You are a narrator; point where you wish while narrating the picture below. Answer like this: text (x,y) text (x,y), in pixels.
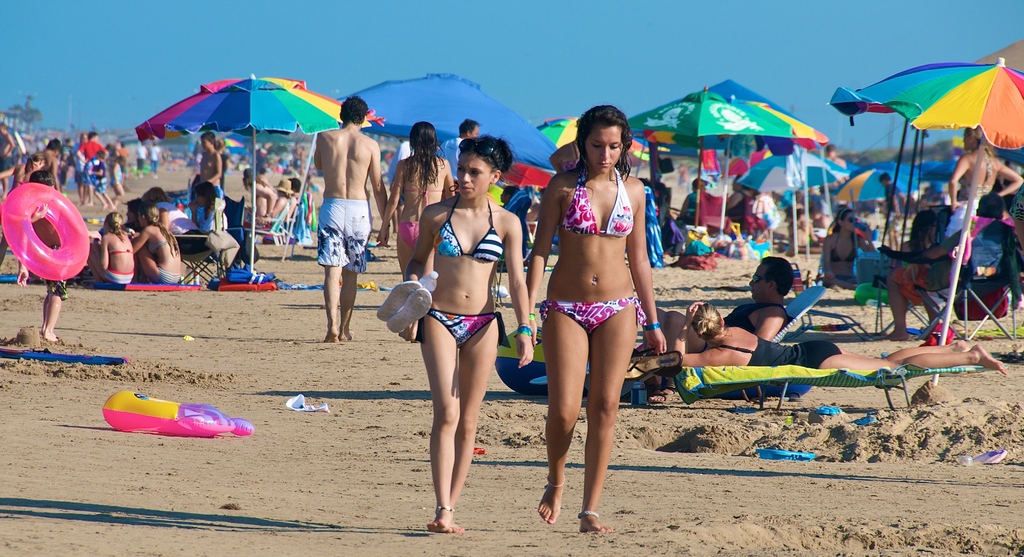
In this picture I can observe some people (168,280) sitting in the beach (199,312). Some of them are walking. There are men (356,169) and women (441,203) in this picture. I can observe number of umbrellas (274,126) which are in different colors. In the background (519,53) there is a sky (593,33).
